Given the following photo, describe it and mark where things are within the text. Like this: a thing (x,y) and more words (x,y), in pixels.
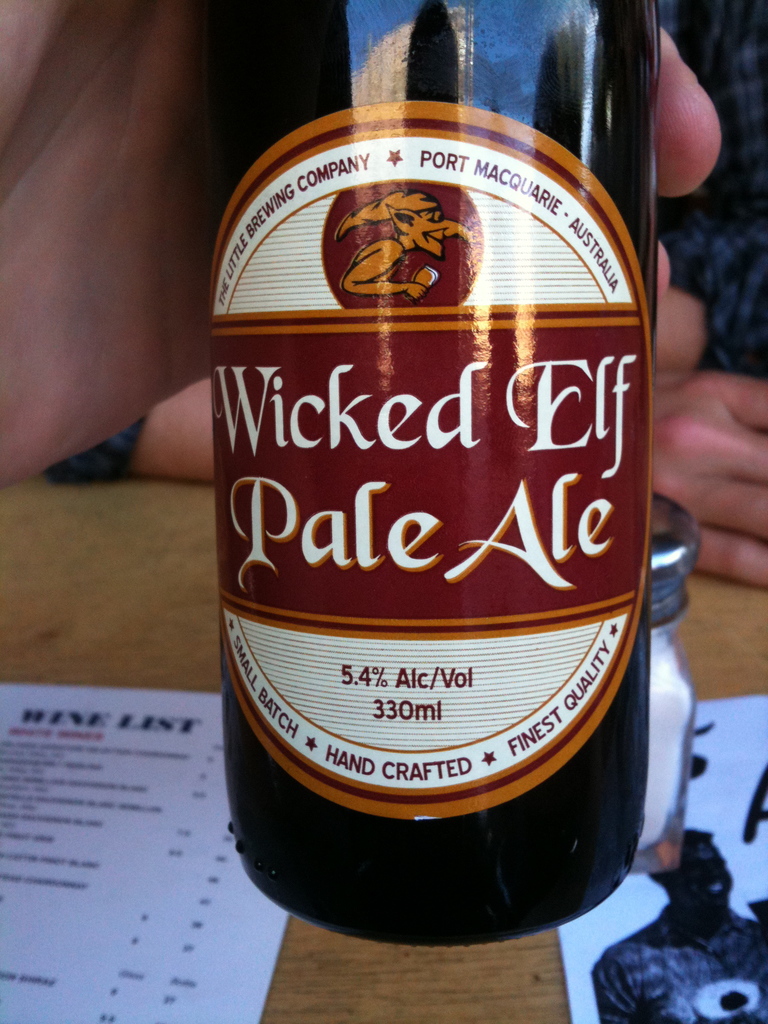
In this picture we can see a person hand (83,114) is holding a bottle (258,445), wooden surface (12,553) with papers (55,879), jar (658,844) on it and in the background (716,230) we can see a person (668,233).
